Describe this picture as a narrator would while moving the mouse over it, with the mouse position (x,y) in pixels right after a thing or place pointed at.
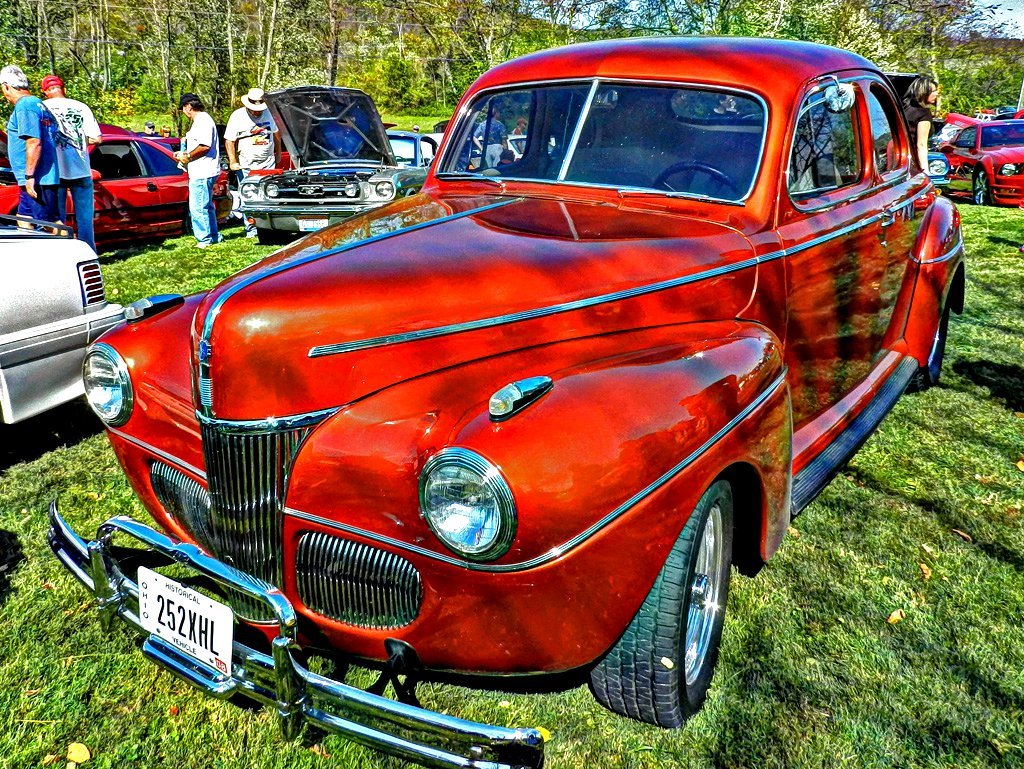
In this image we can see cars (516,261) and there are people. At the bottom (592,701) there is grass (817,587). In the background (938,52) there are trees (938,52) and sky (1005,6).
